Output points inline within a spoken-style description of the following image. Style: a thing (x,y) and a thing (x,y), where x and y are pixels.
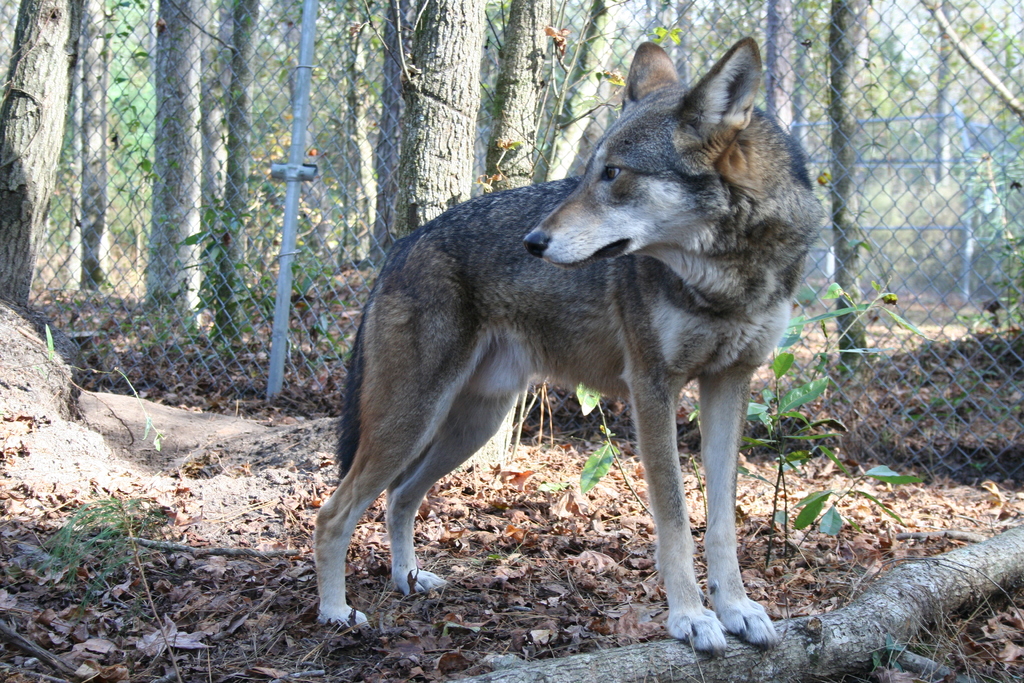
In this image, we can see an animal (573,274). There is a plant (830,448) and pipe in the middle of the image (587,415). There is a mesh (938,152) in between stems (239,81).
